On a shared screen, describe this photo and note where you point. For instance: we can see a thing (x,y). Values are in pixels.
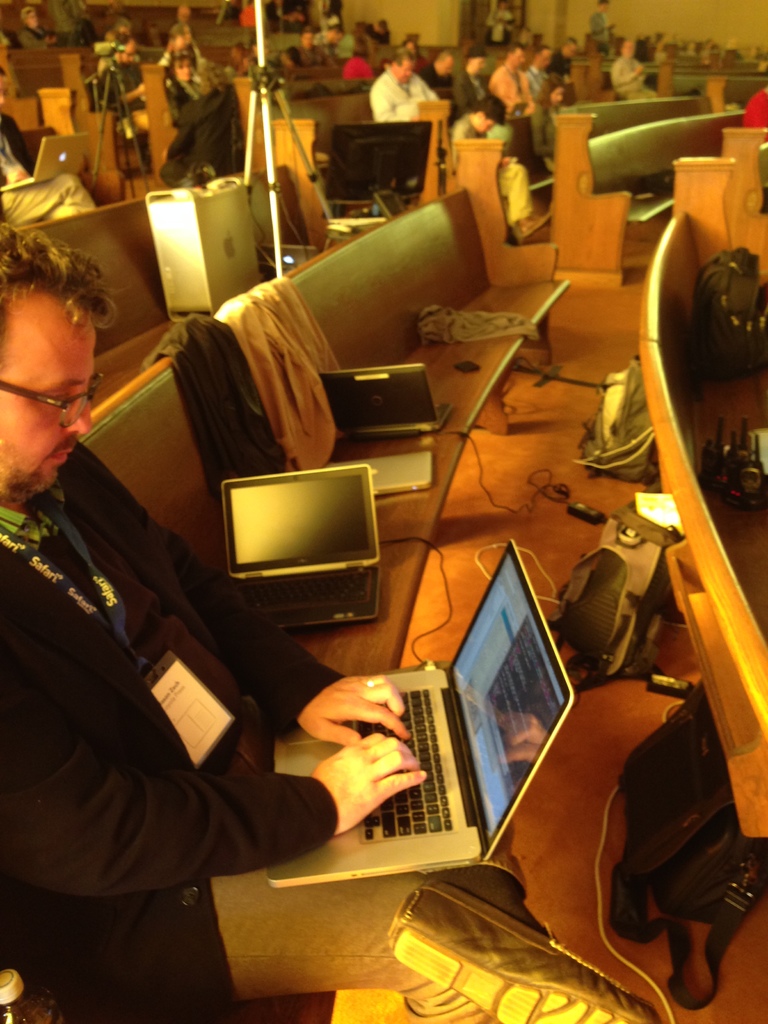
In this image I can see few laptops (451,744) and few systems (339,160) and I can also see group of people (161,802) sitting. In front (148,796) the person (68,490) is wearing black color dress (61,743) and I can see the laptop (495,733) in front of the person (137,812).
